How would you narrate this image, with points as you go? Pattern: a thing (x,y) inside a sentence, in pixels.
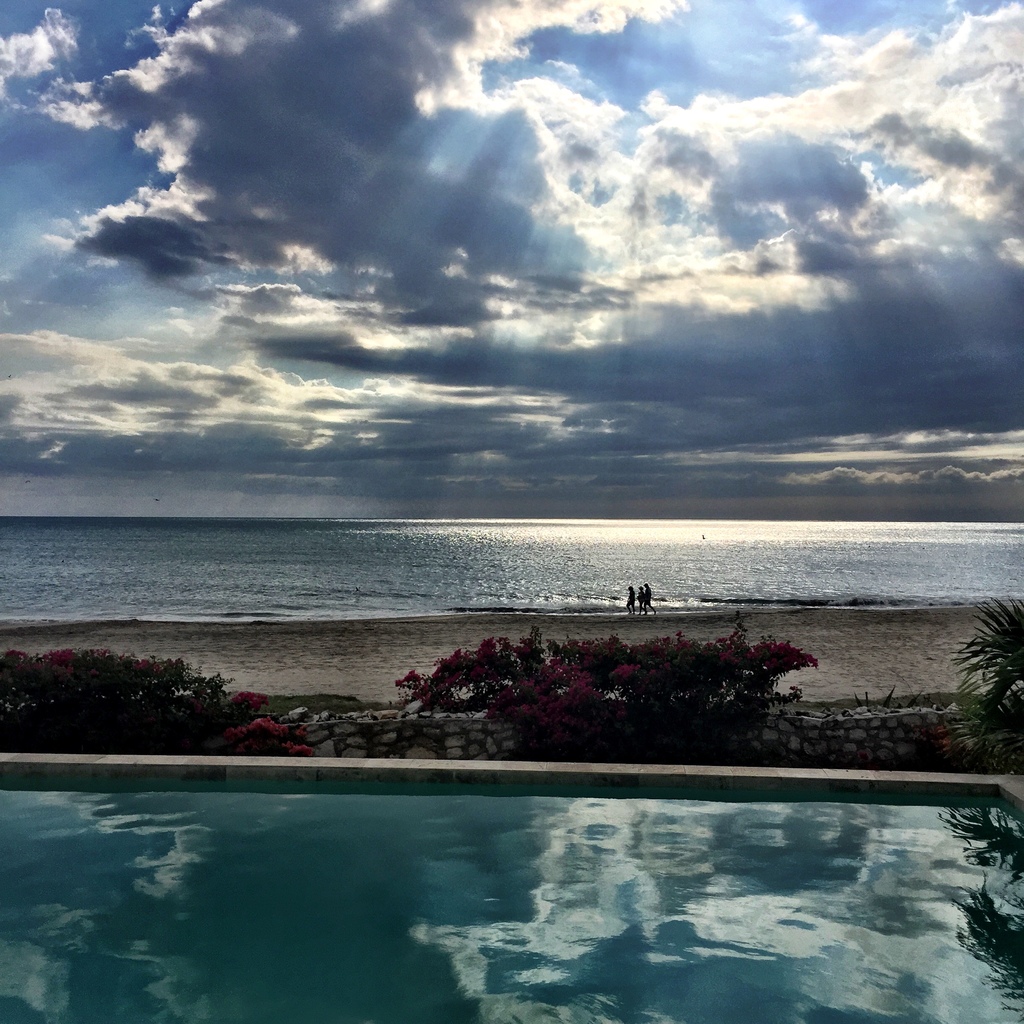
In this picture I can see the pool (552,923) in the foreground (575,823). I can see flower plants (529,732). I can see people (641,603) on the side of a beach (556,622). I can see water (558,567). I can see clouds (537,285) in the sky (538,275).
